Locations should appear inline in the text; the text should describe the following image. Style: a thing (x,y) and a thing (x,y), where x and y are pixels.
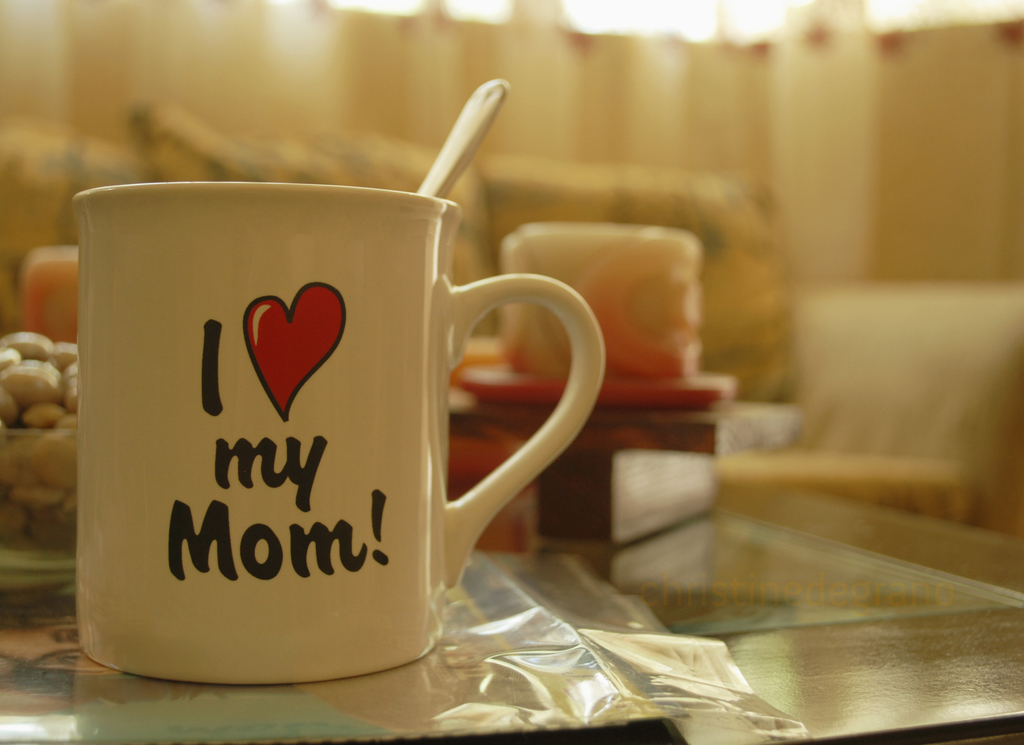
There is a spoon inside a mug (272,240) in the foreground area of the image (407,333) and the background (967,263) is blurry.
